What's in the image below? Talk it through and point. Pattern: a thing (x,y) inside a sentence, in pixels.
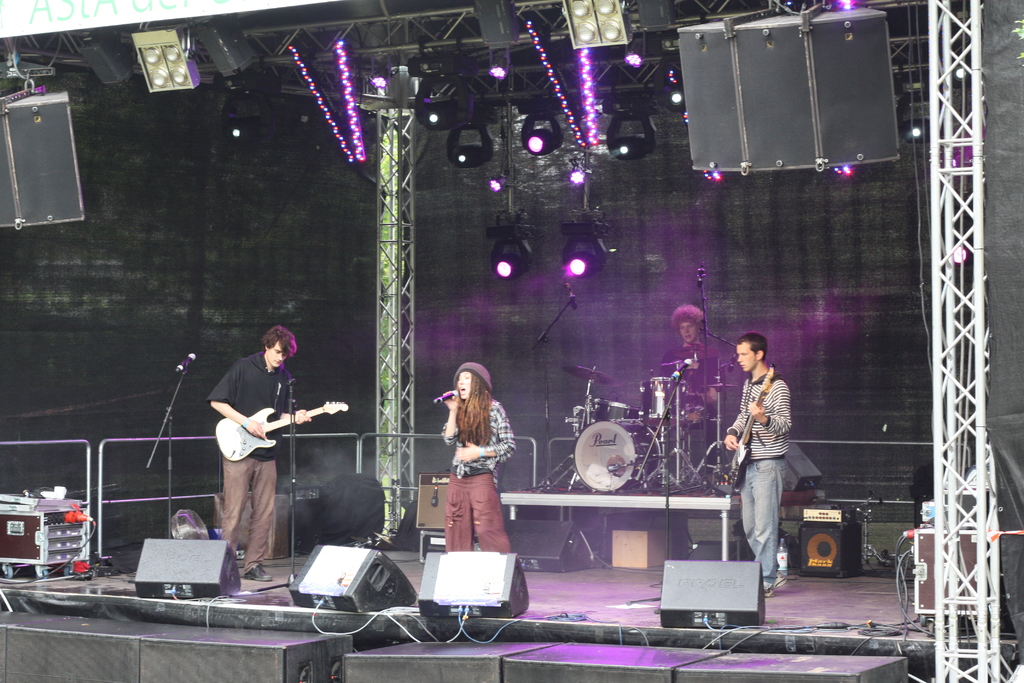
In this picture there are four people (464,405) who are performing on stage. The woman (462,422) is holding a microphone (441,398) and singing a song. and the man (267,404) in black shirt (246,410) holding a guitar (255,438) and the man (769,398) in black and white stripes (761,438) also holding a guitar (739,447). There is other man (695,404) who is sitting back side of this people (263,390) was playing the drums (664,401). Backside of this people (487,426) there is a curtain (698,252). On top of them there is a light (549,144).
